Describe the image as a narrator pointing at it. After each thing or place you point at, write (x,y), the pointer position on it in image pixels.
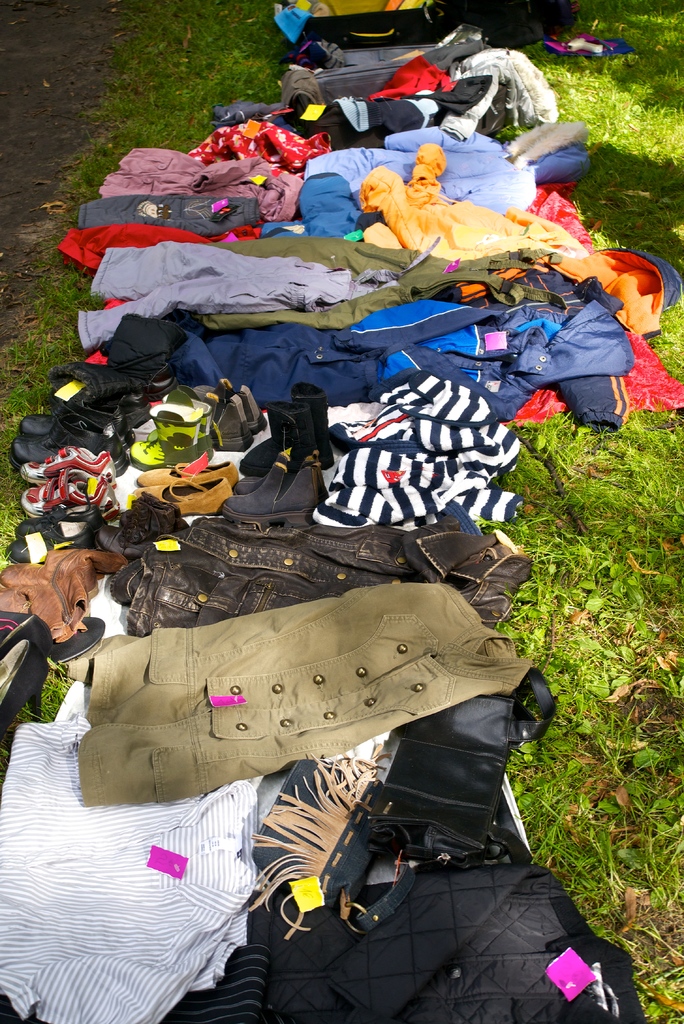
In the picture we can see a grass surface (601,698) on it we can see many clothes (525,378) are placed on it with some foot wear (232,503).
